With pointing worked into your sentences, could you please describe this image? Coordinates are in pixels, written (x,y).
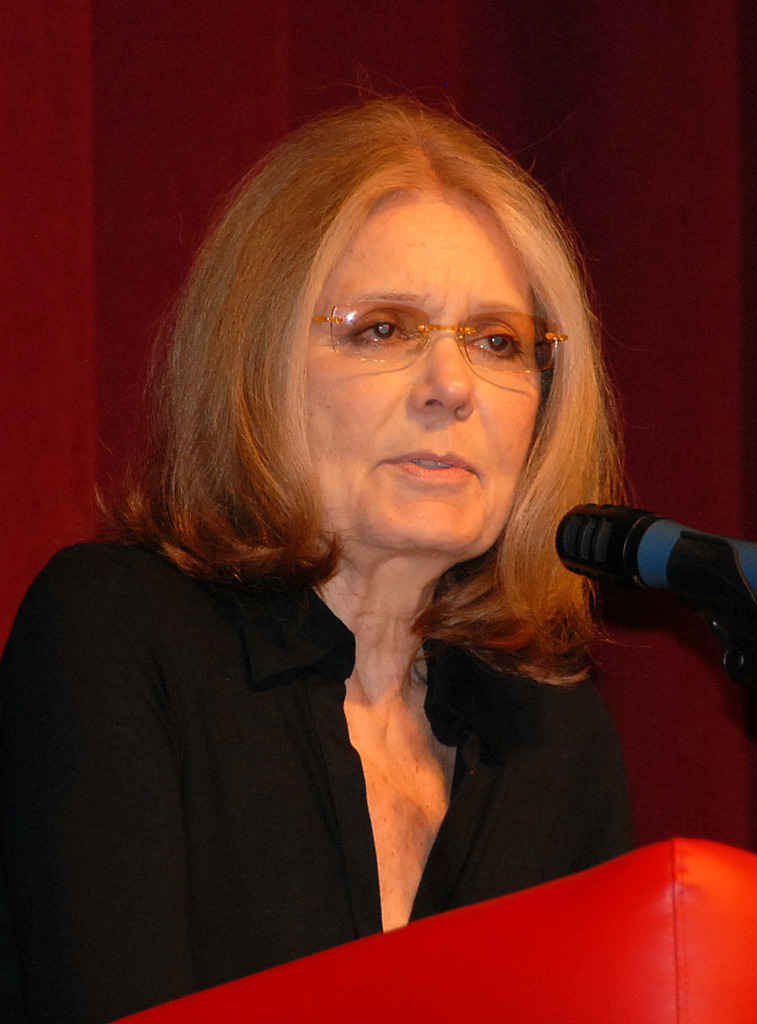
In this picture there is a woman (514,472) behind the podium (156,1017) and she is talking and there is a microphone (753,584) on the podium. At the back (217,137) it looks like a curtain (119,92).
